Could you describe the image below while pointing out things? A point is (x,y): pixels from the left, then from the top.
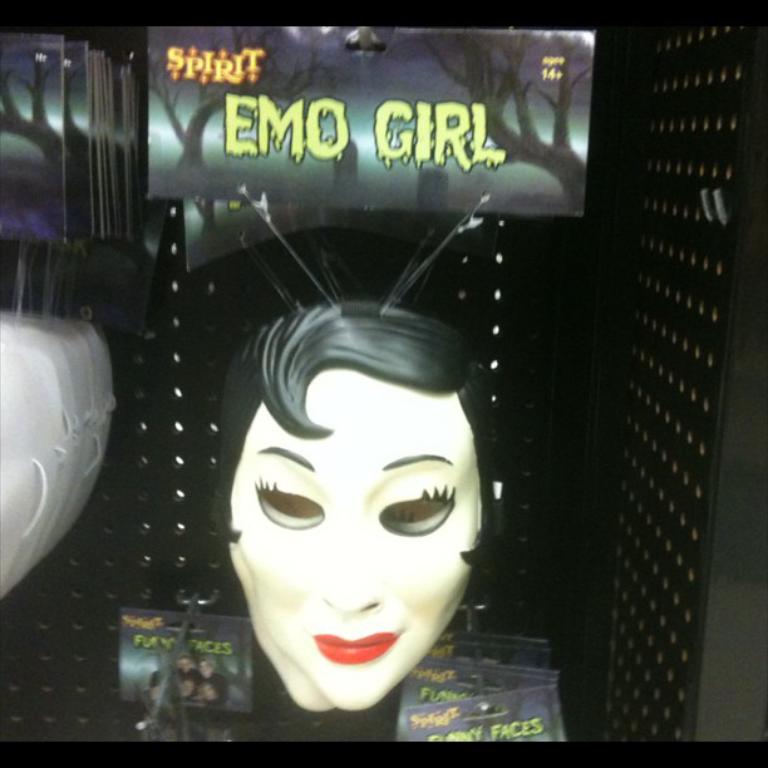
In the picture I can see the face masks (339,385). I can see the hoarding boards (421,179) at the top of the picture (107,172). In the hoardings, I can see the gravestones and trees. These are looking like masks (21,375) which are white in color on the left side (61,530).
